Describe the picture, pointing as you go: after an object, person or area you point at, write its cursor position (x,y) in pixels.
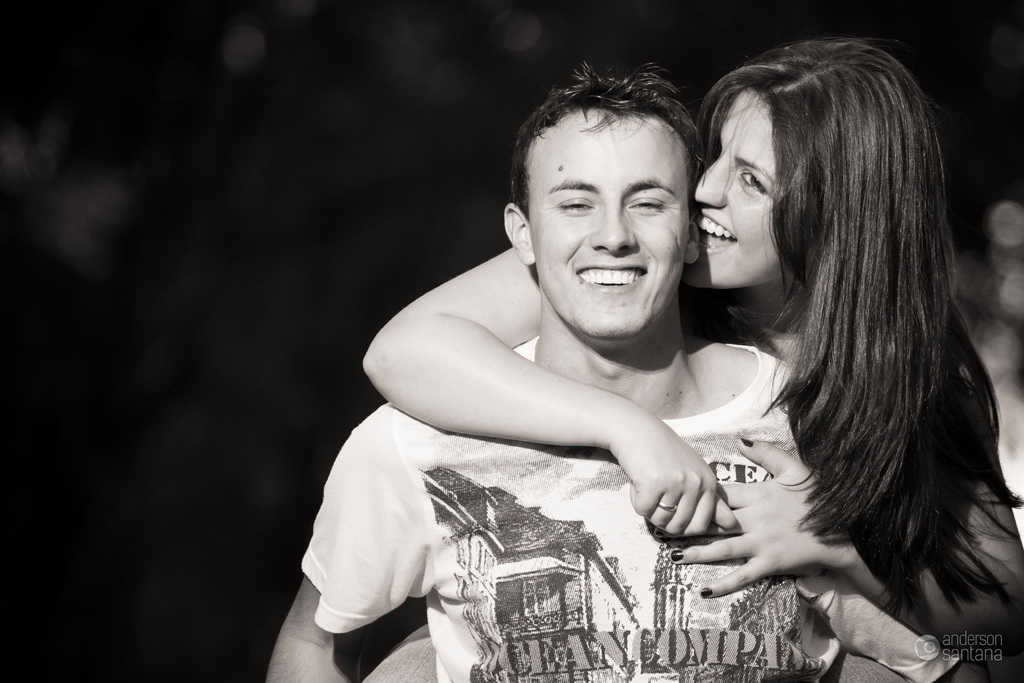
In this image, we can see two persons (465,589) on the dark background.
